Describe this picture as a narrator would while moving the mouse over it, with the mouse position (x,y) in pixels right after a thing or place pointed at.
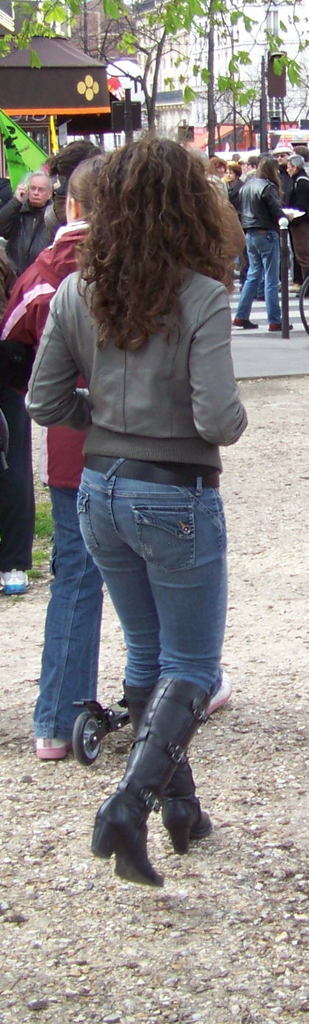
In this image, we can see people (104,163), buildings (108,73) and trees (211,94) and we can see poles (283,250). At the bottom (97,749), there is a scooter (77,749).
